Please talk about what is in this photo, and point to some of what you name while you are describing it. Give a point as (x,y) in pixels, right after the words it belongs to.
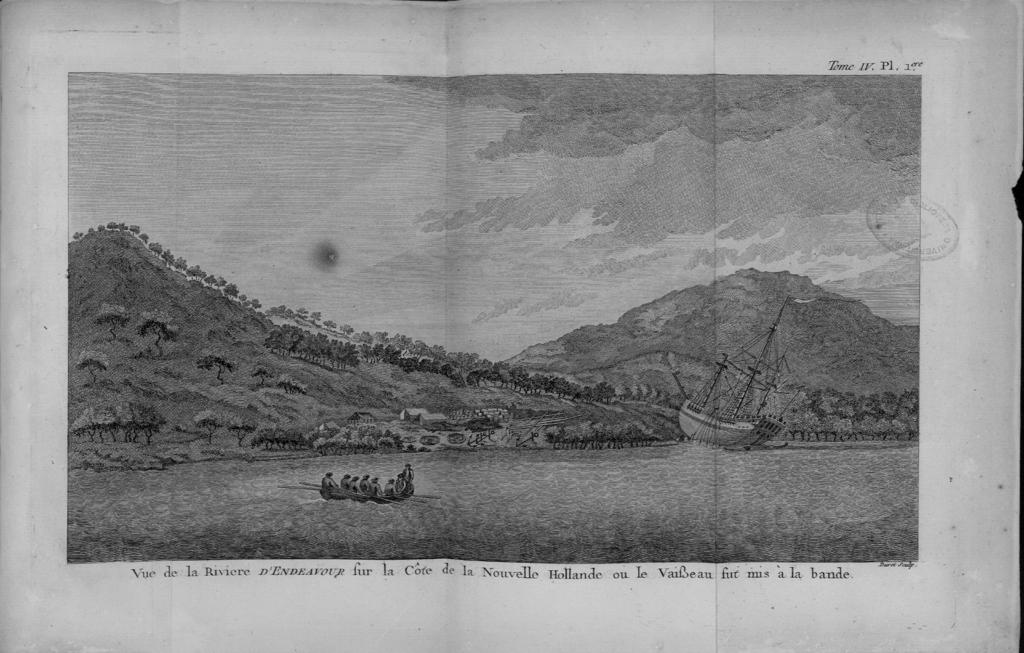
This image looks like a painting in which I can see text (360,565), ship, group of people (398,480) and boat (355,492) in the water (434,535). In the background (332,405) I can see trees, grass (308,406), mountains (693,370), plants (283,315) and the sky (474,264). It looks as if the image is taken from the book.
